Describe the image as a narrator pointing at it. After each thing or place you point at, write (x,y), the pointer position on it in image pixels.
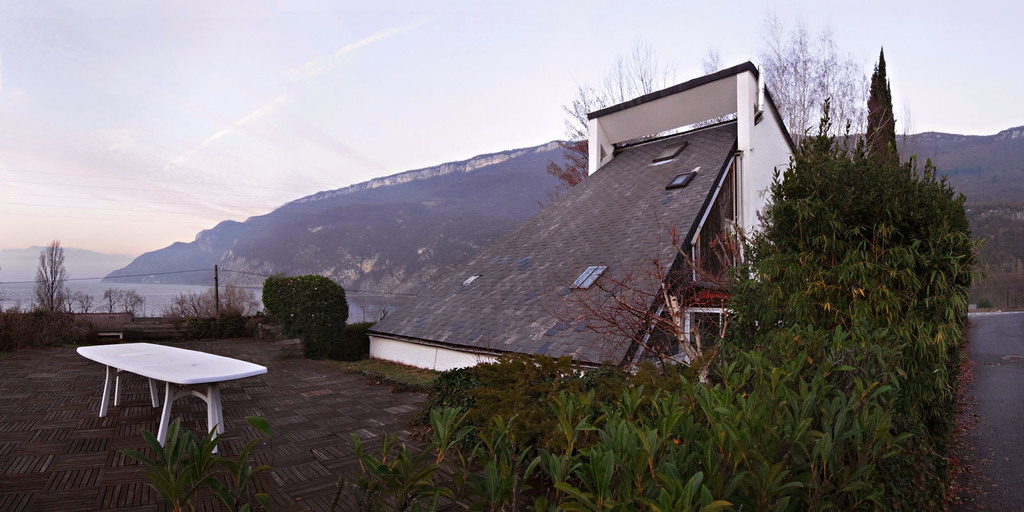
In this picture we can see a table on the ground (81,469), here we can see a shed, plants (596,467), trees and some objects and in the background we can see mountains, sky (1017,7).
